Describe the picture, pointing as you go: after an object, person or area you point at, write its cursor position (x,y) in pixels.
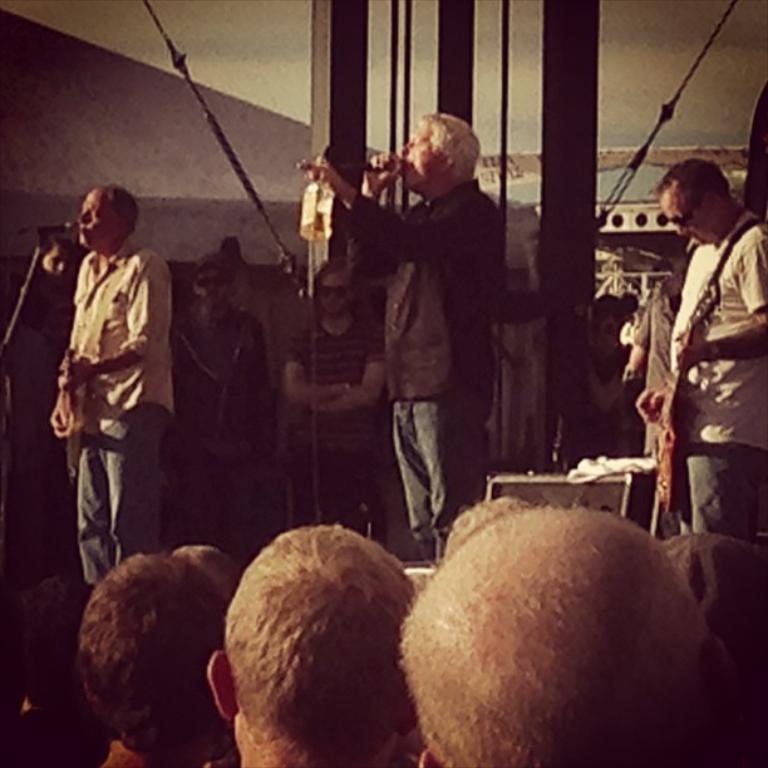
Here in this picture we can see a group of people (211,402) playing musical instruments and singing songs and in front of them we can see number of people (383,603) standing and watching them and behind them in the far we can see other sheds (519,258) present and we can see the sky (701,19) is cloudy.
